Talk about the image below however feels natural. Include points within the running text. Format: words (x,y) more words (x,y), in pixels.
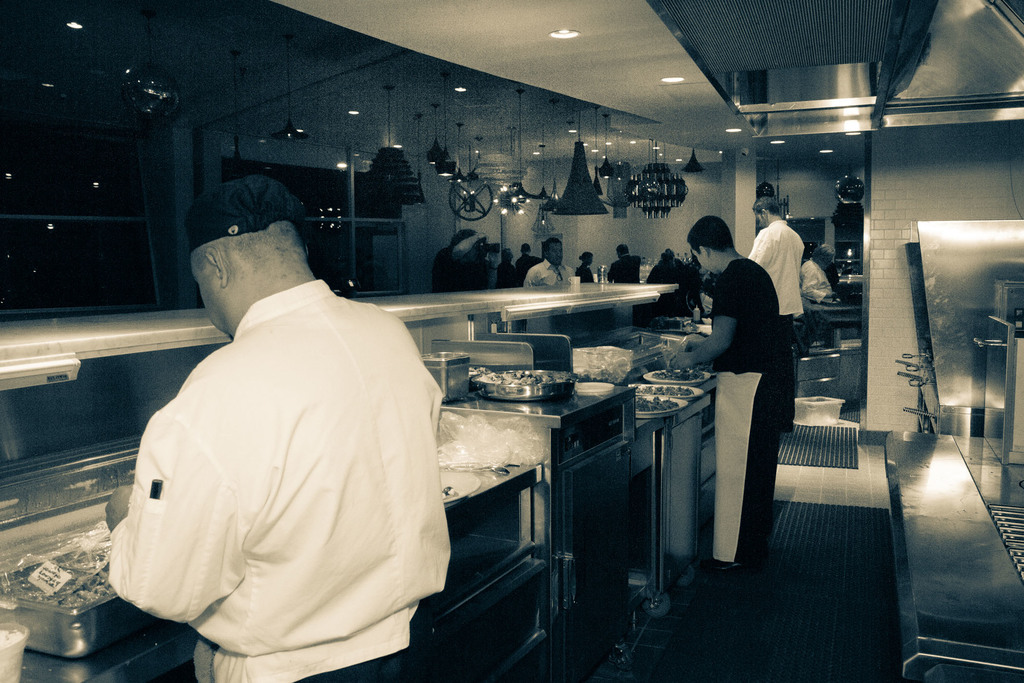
In this image I can see on the left side (277,252) there is a man (413,537), he is wearing the white color shirt (384,481) and a black color cap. It looks like a kitchen room (492,518), in the middle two persons (705,233) are standing near the plates (670,390). In the background (670,266) a group of people (617,251) are there, at the top (622,203) there are ceiling lights (693,153).
